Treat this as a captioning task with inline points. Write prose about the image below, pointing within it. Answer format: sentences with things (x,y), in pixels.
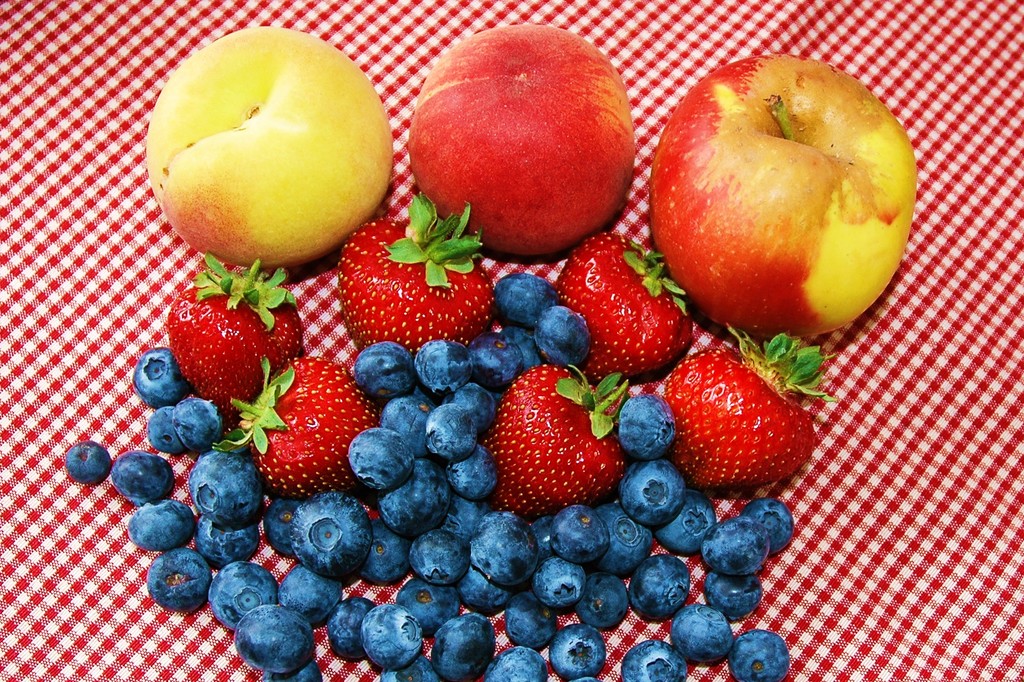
There are the peaches (168,100) and apple (798,196) and in the middle (634,323) there are strawberries (630,303). In the down side there are blue color blueberries (317,572).
